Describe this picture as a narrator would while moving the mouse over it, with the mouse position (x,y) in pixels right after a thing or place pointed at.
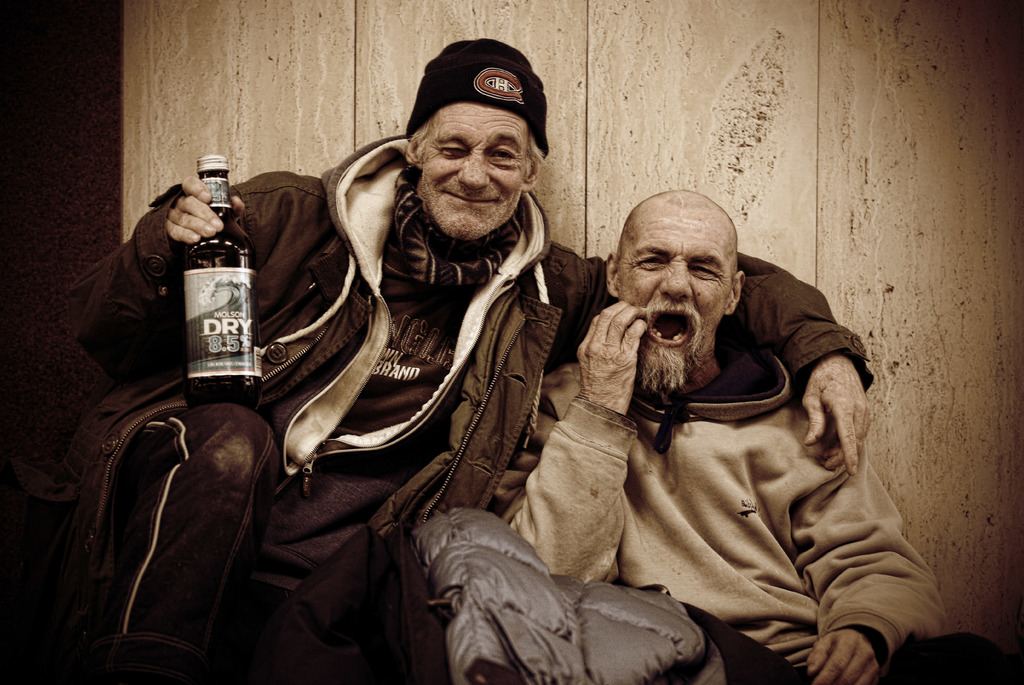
In the foreground of this image (801,534), there are two old men (697,595) sitting and a man (431,468) wearing coat (508,384) and holding a bottle (228,327) and a hand (836,384) over the other person (688,578). In the background (621,50), there is a wooden wall (373,41). On the bottom (615,636), there is a coat (536,653).
